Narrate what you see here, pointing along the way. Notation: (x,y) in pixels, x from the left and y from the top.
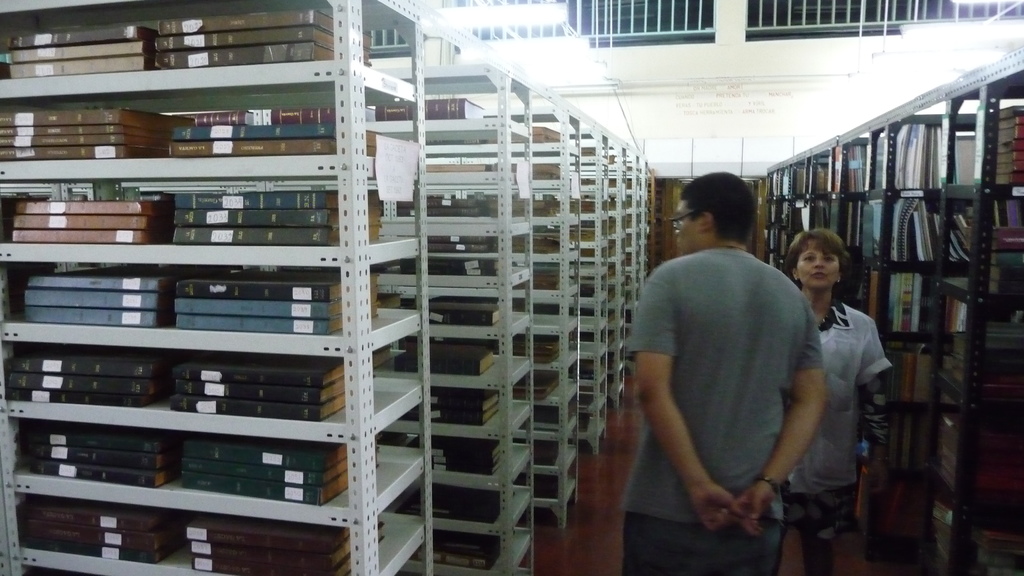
In this picture, we see a man (802,301) and a woman (829,372) are standing. The man (704,421) is wearing the spectacles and the woman (841,386) is trying to talk something. On the right side (846,271), we see the racks (949,240) in which many books (852,183) are placed. On the left side (182,211), we see the racks (357,239) in which many books (492,260) are placed. In the background (689,144), we see a white wall (689,136) and a brown door (663,209). At the top (544,54), we see the lights (546,13), railing (790,15) and the ceiling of the room (651,101). This picture might be clicked in the library (523,402).
